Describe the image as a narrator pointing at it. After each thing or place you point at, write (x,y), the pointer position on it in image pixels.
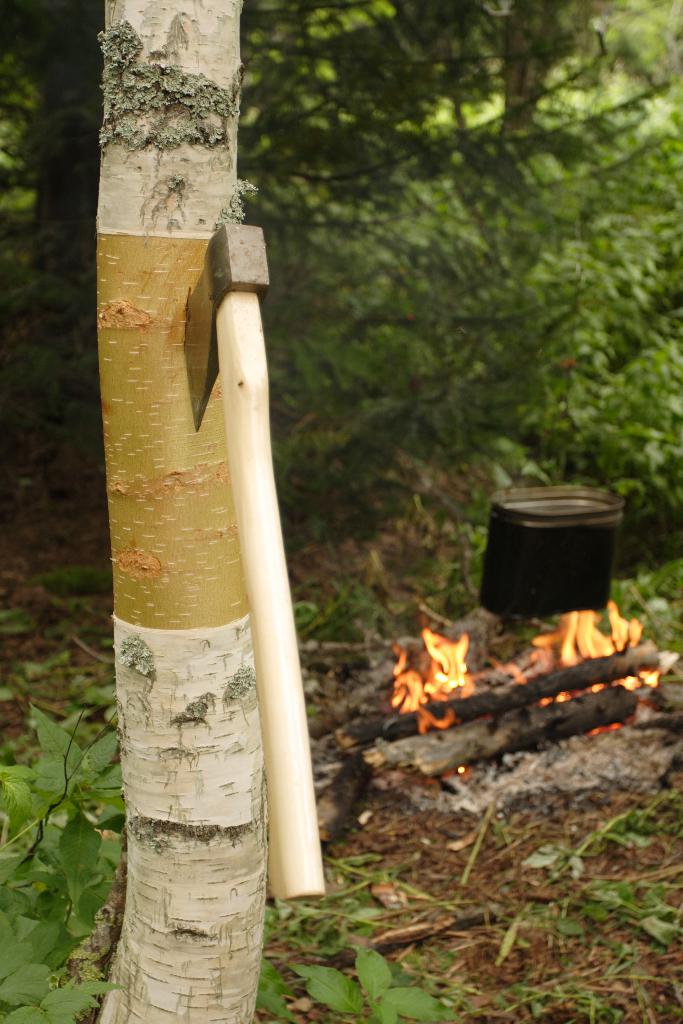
In this image I can see the trunk (219,518) and I can also see an axe (243,510) on the trunk (207,478), background (628,632) I can see the fire (617,632) and I can also see few trees (388,280) in green color.
